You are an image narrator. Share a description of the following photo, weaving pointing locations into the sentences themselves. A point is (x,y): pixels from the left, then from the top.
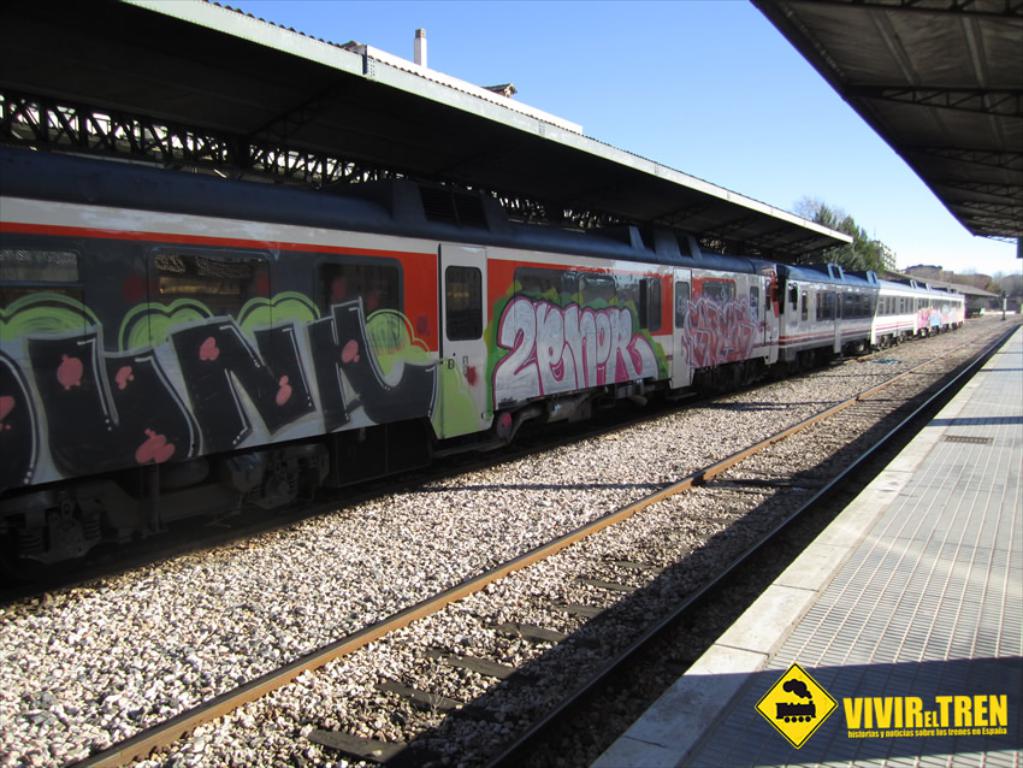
Here we can see a train (548,319) on the railway track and there is another railway track (313,662) and small stones (461,521). On the right (874,492) we can see a platform (999,454), roof (897,80), poles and on the left side (321,19) we can see poles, trees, building (929,271) and a sky (514,52).
